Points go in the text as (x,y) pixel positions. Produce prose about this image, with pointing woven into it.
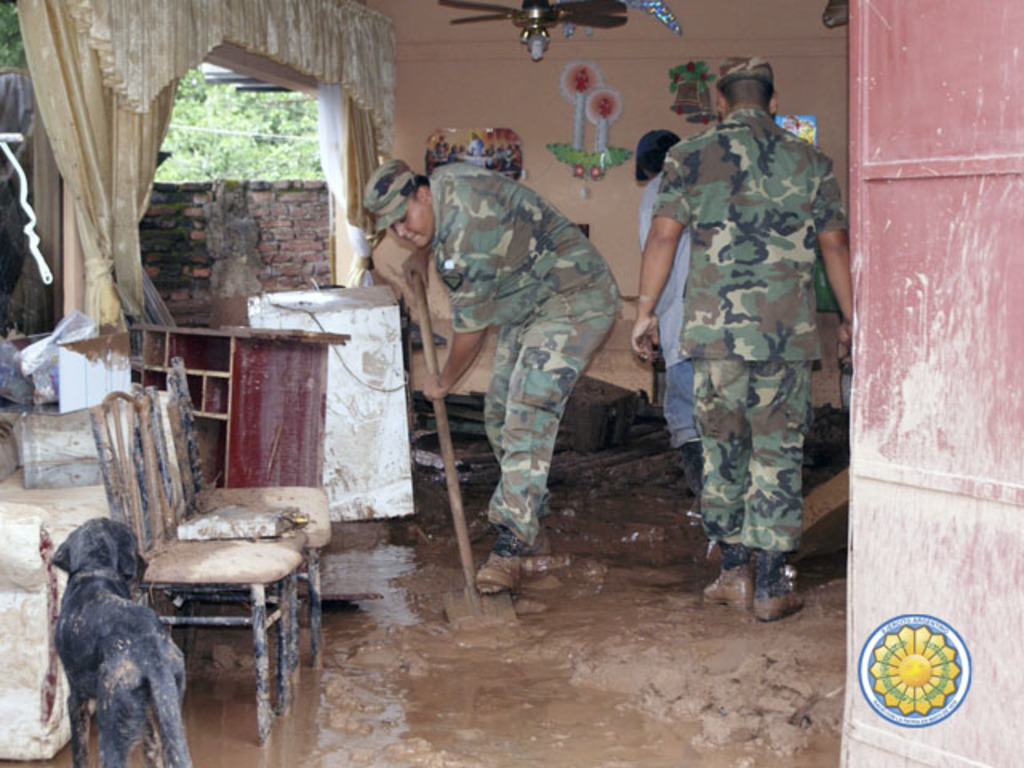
In this picture we can see some persons (802,199) standing in the mud (478,681). This is the chair (159,564). And there is a dog (94,690). On the background (490,106) we can see the wall (489,58). There is a fan (556,19). And these are the trees (255,139).
